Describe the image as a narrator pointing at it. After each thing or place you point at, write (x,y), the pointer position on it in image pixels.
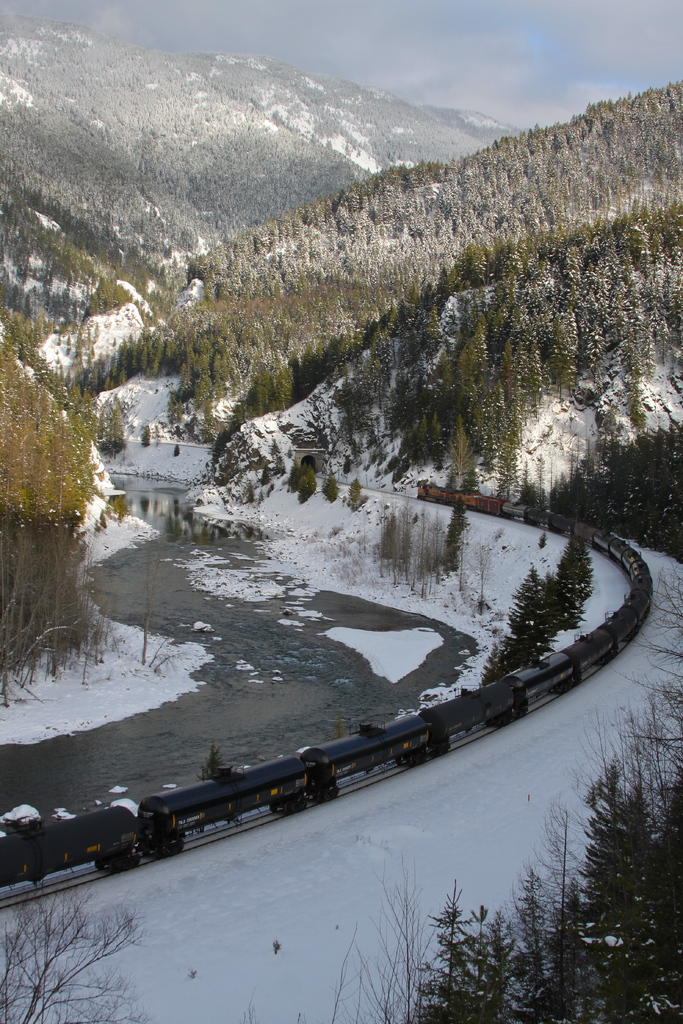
In this picture we can see the train (431,727). We can see a few plants (542,1020) in the bottom left (50,931) and right side (498,961). There is the snow (397,876). We can see the water (177,588). There are a few trees (272,299) and mountains (340,232) in the background (381,143). Sky (427,73) is cloudy.
